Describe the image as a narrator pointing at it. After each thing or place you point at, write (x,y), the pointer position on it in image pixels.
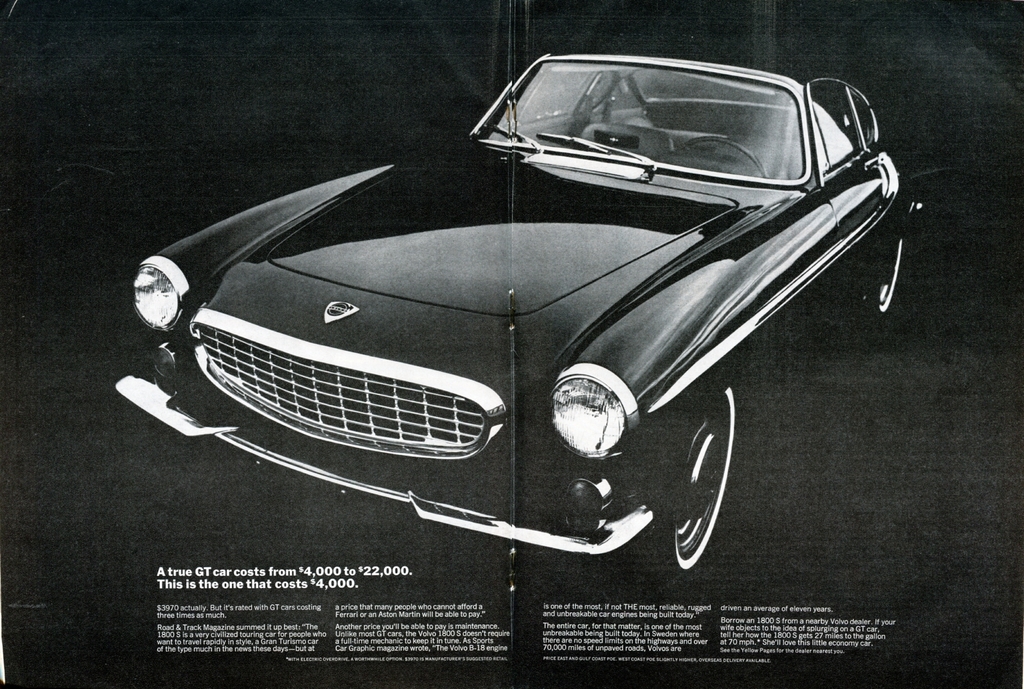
In this image there is a poster (545,415), there is a car (560,285), there is text (390,612), the background of the image (145,99) is black in color.
